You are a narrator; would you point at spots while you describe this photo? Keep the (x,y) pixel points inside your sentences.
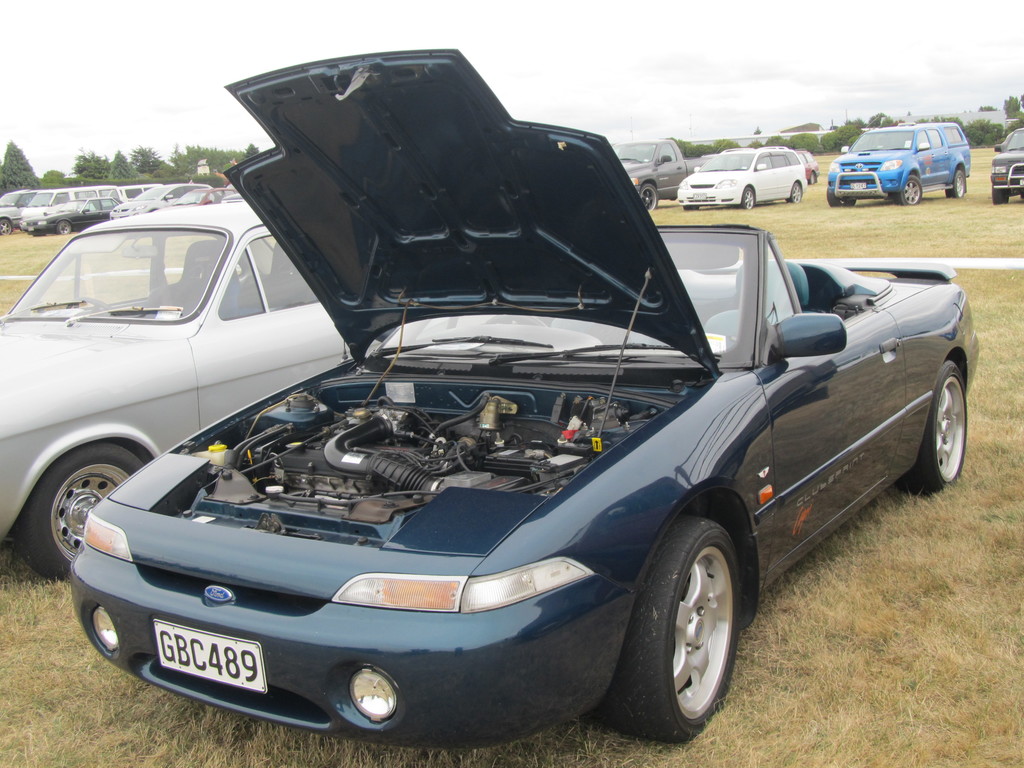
In this image we can see a few vehicles (433,449) on the ground (830,575), there are some trees (208,161) and grass (866,558), in the background (736,113) we can see the sky (735,114) with clouds (740,117).
